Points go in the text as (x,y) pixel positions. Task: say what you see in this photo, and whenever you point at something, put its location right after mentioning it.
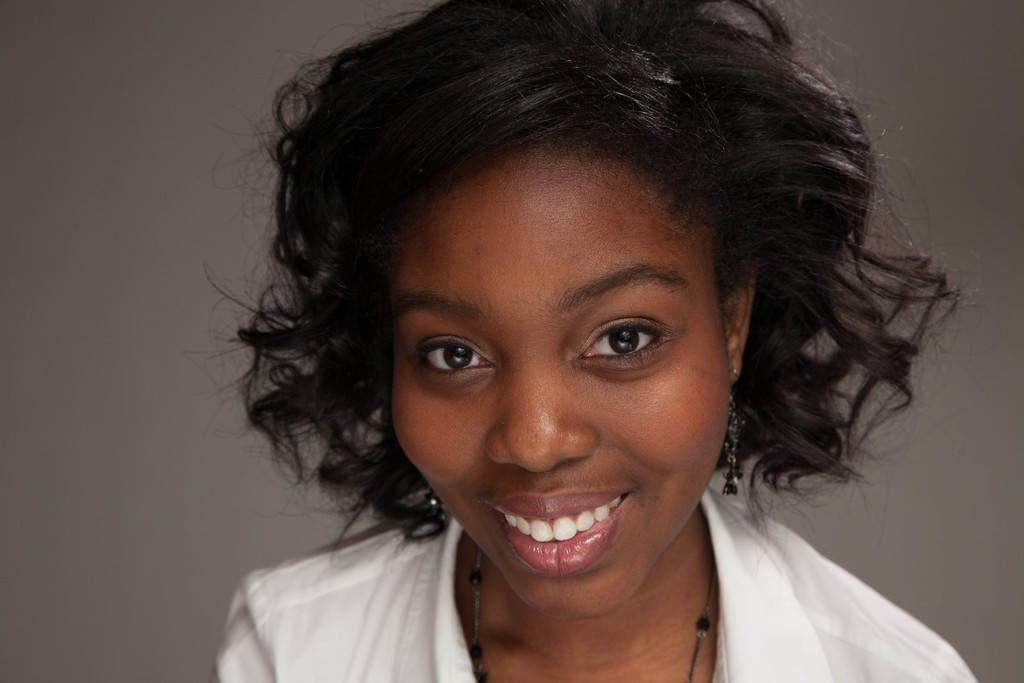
This picture shows a woman (433,577). She wore a white color shirt (804,549) and we see smile (564,543) on her face (556,553) and we see a grey color background (95,613).
